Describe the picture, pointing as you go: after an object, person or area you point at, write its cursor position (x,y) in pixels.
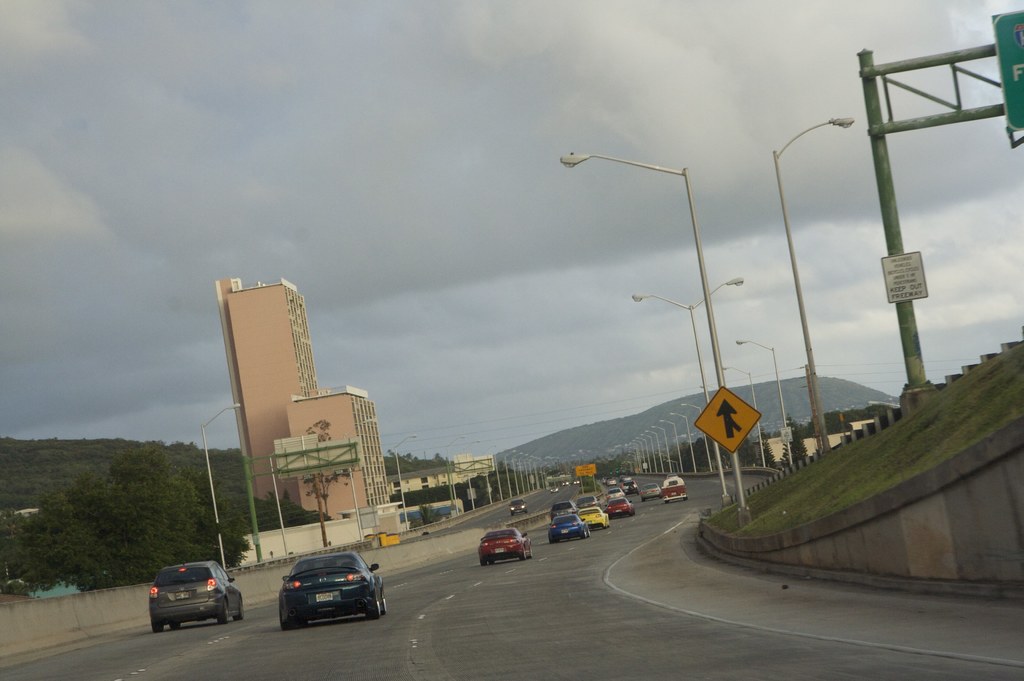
In this picture we can see vehicles (606,511) on the road (462,582) and there is a hill (669,435). On the left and right side of the roads (605,491), there are street lights (679,445). On the right side of the image (918,400), there are poles (873,109) with boards (1019,106) and there is grass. On the left side of the image (326,406), there are buildings (350,438) and trees (152,505). At the top of the image (190,137), there is the cloudy sky (490,173).
